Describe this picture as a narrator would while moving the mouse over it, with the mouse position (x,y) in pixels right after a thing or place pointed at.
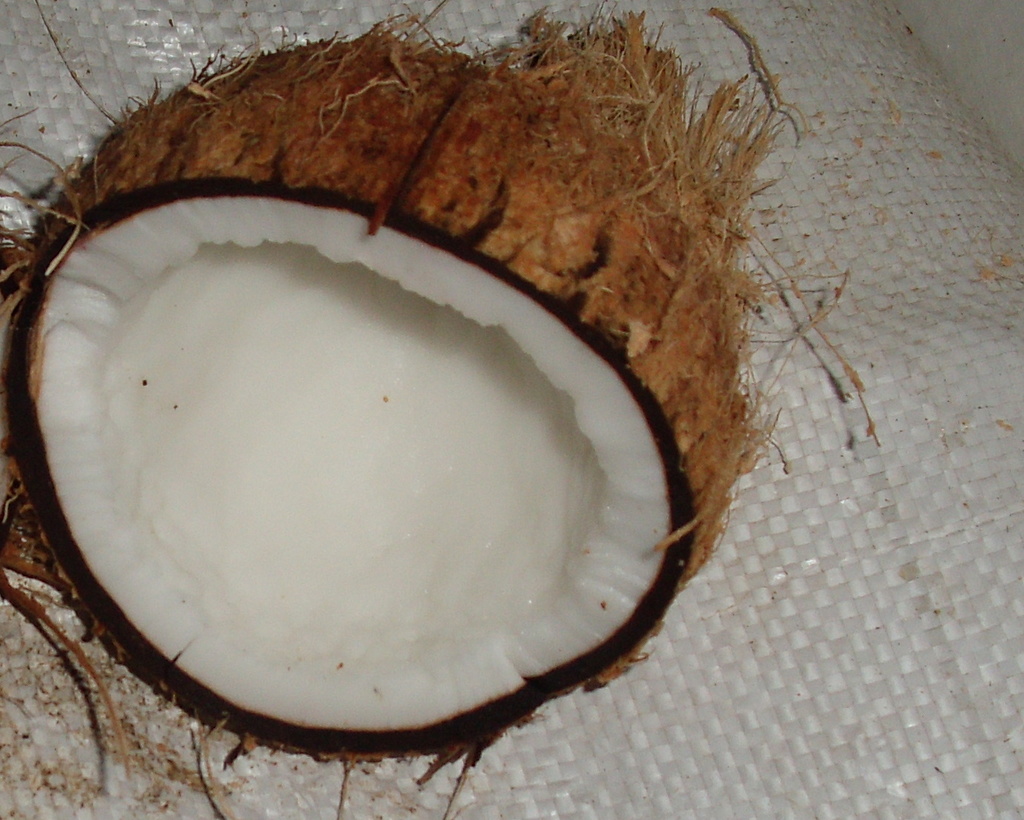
In this image in the center (512,459) there is one coconut (483,358), and at the bottom (912,664) there is one cover (909,426).
